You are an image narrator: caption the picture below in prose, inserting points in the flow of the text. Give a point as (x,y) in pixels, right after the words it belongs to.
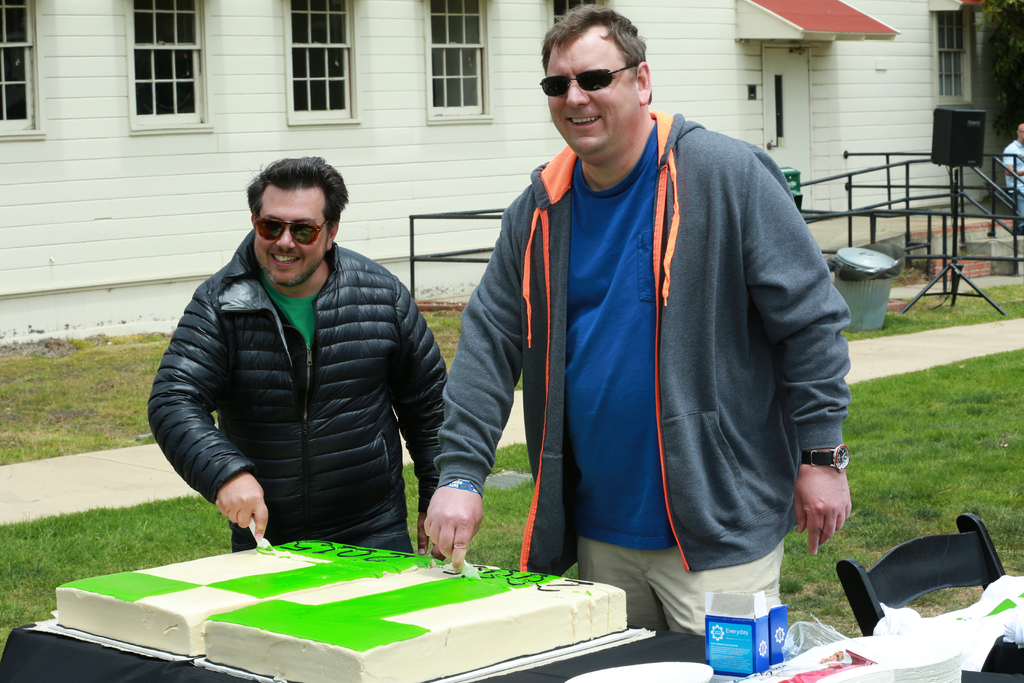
In this picture we can see two people (435,384) wearing jackets (376,513) and cutting the cake (269,645) which is in front of them.
